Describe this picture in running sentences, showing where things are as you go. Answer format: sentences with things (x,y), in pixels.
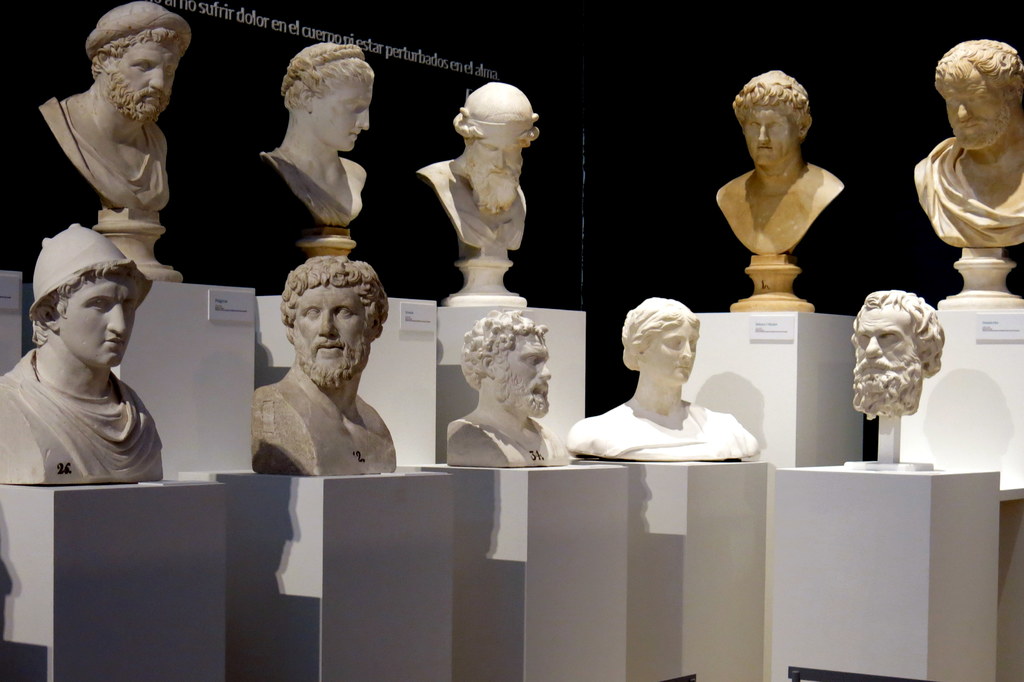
This picture shows few statues (514,339) on the boxes (425,462) and with name plates (245,317) and we see a black background (618,67).
